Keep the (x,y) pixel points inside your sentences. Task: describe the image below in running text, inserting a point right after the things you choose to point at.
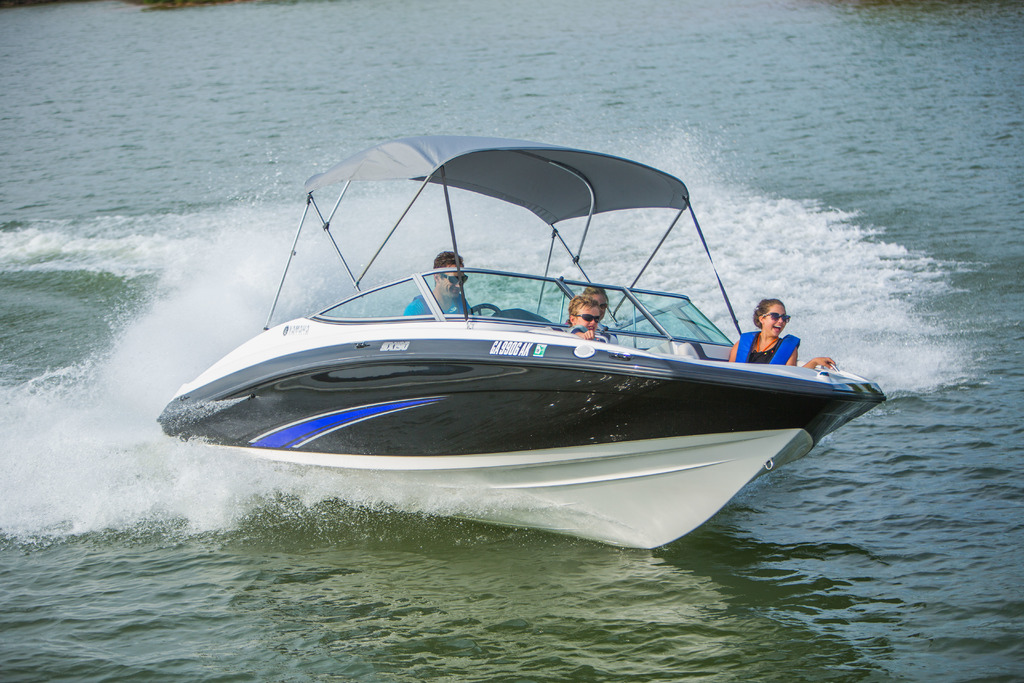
As we can see in the image there is water (184,315) and boat (532,432). In boat (458,345) there are few people (596,304) sitting.
